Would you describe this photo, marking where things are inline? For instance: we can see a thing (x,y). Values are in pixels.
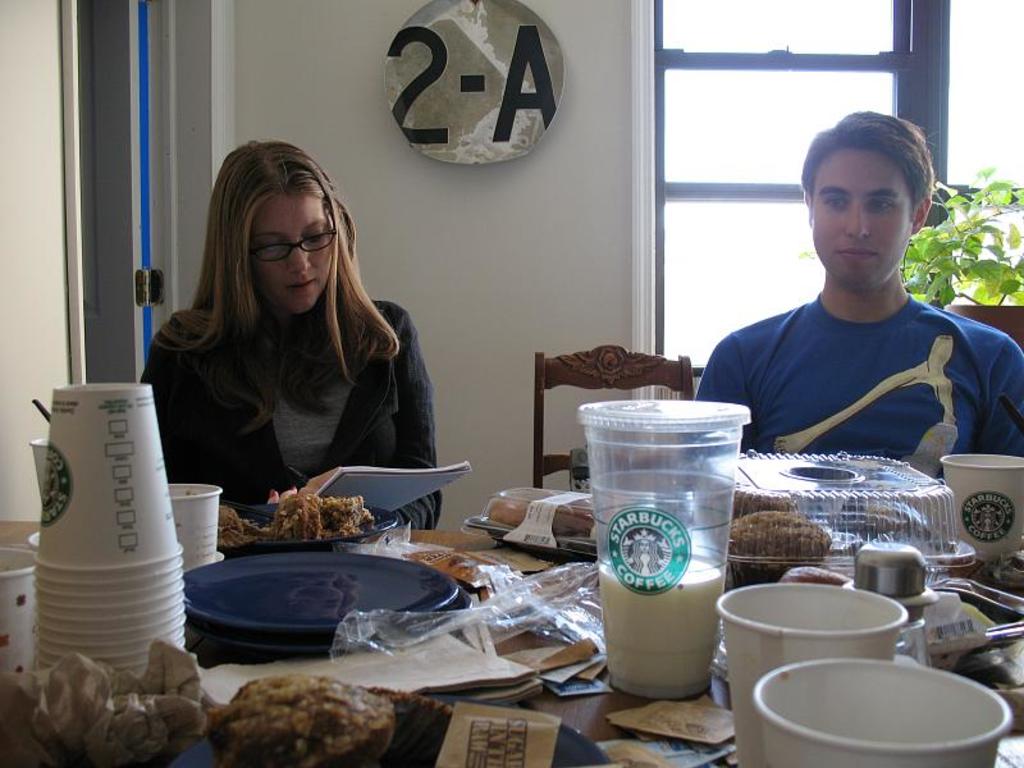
People (152,362) are sitting on the chair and on the table (523,660) we have glass (643,642), cup (838,617), food (795,528), plate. in the back (754,143) we have window (754,143), plant (988,280), wall (572,272).
